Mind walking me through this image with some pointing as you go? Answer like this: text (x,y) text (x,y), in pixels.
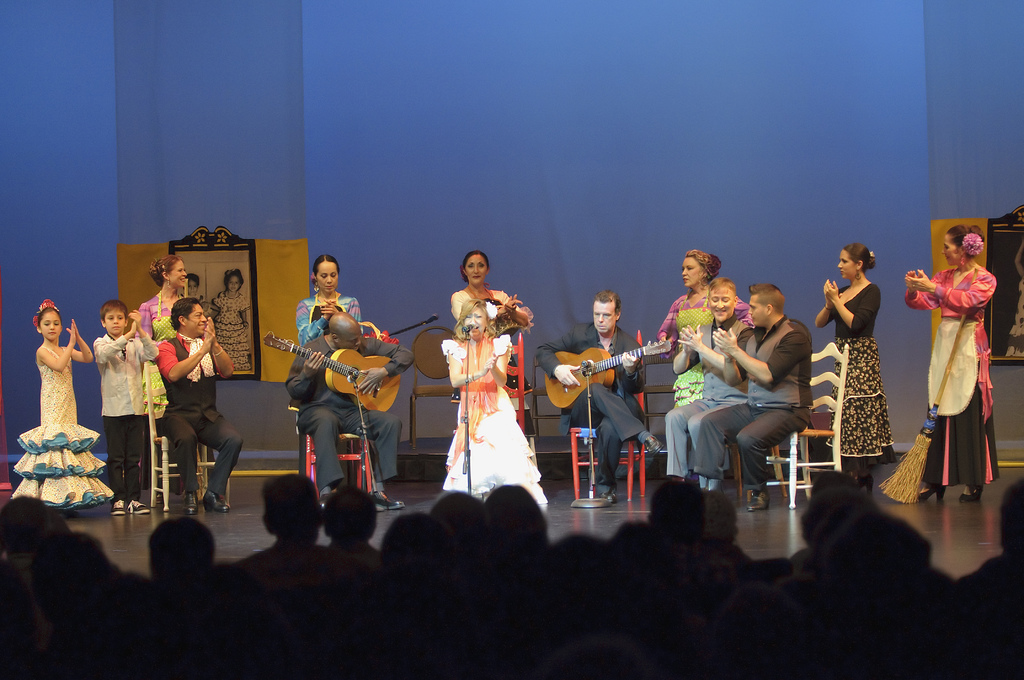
These 2 persons (602,311) are sitting and playing a guitar (569,385). This woman (485,381) is standing in-front of mic (471,329) and singing. These persons (524,330) are standing. On wall (242,213) there is a photo (244,286) of a kid (236,315). These are audience (603,557). We can able to see chairs (155,443).
